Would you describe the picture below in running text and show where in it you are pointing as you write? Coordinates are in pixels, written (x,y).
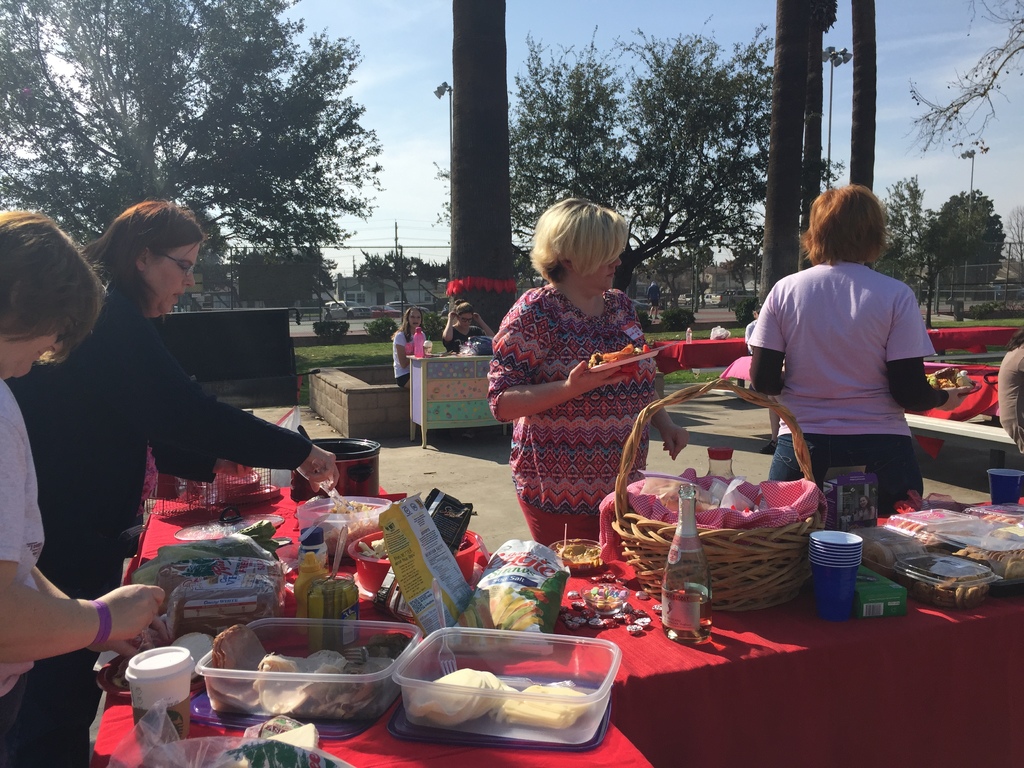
In this picture I can observe some women (86,433). I can observe red color table (870,632) on which there is some food (454,575) and bottles (674,567) are placed. In the background (434,147) there are trees (630,189) and sky (394,69).
